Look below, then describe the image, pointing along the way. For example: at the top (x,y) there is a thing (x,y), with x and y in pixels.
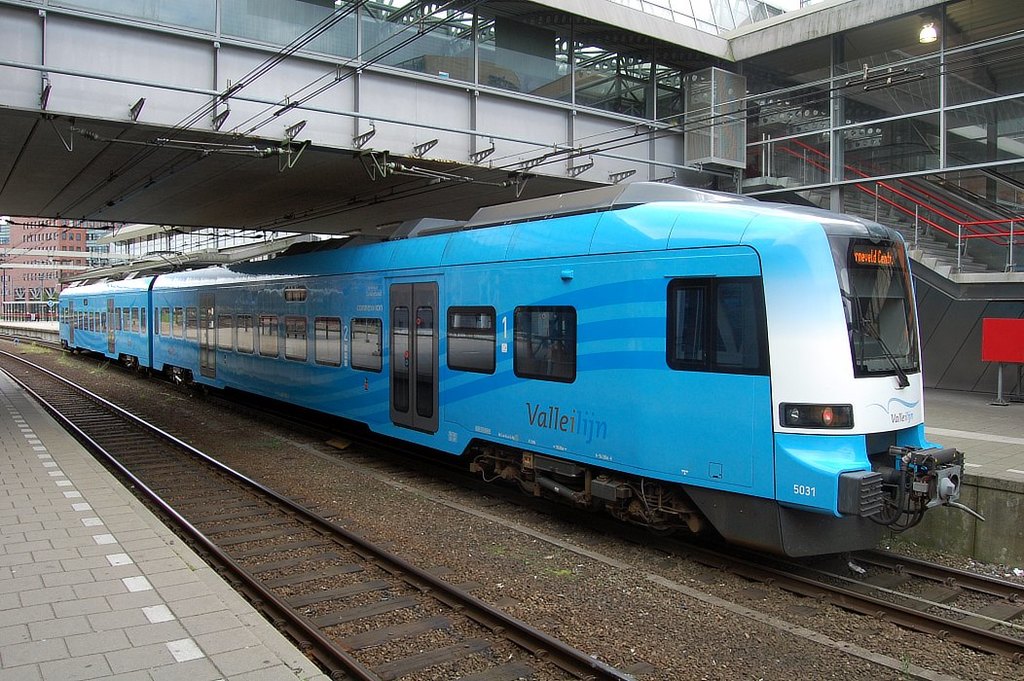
In this image I can see a train (616,374) on the track (862,597) and the train (599,329) is in white and blue color, background (347,86) I can see a bridge (369,86) and few stairs (918,242). I can also see few buildings (133,244) in white and brown color.
